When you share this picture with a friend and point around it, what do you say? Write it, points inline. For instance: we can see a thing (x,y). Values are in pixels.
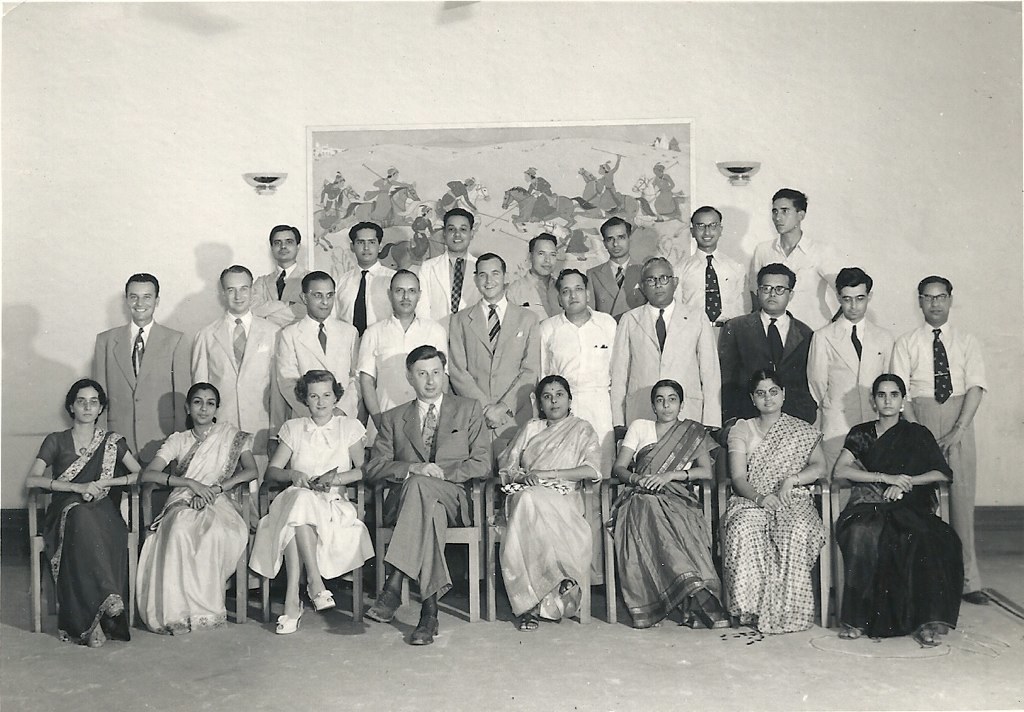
This picture describes about group of people (270,425), few are seated and few are standing, in the background (366,191) we can see a poster (533,191) on the wall (722,122).
